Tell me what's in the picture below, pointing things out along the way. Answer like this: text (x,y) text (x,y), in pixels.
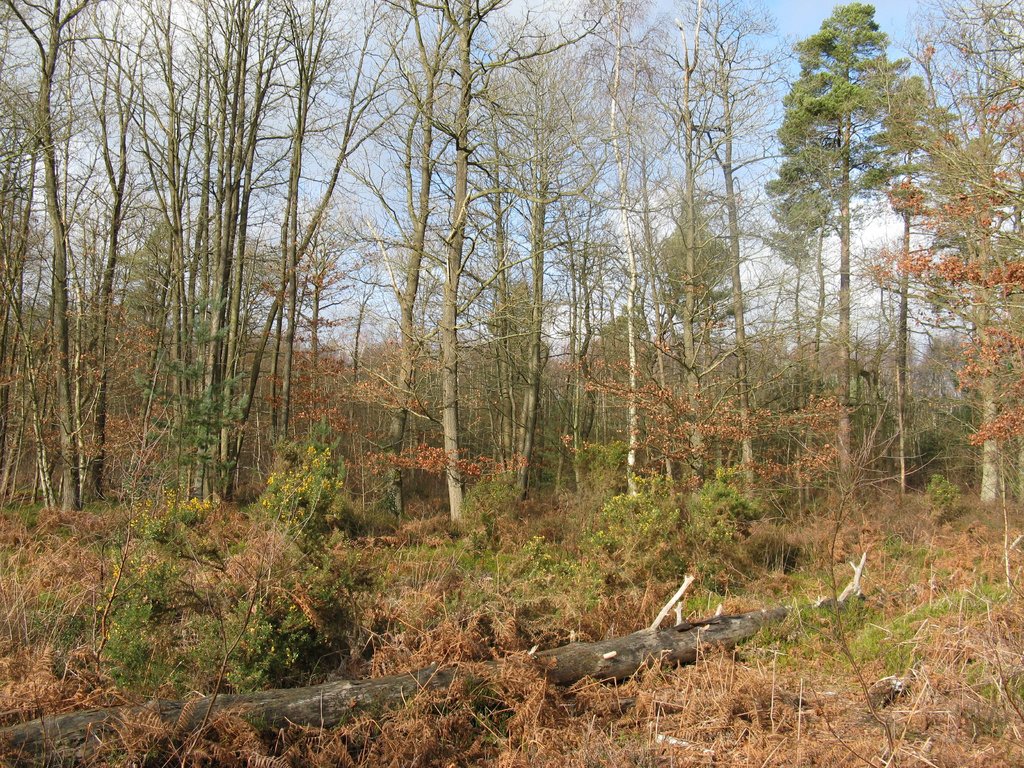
In the foreground of this image (781,691), there is grass (793,625) and plants (611,534) on the ground (575,738) and we can also see a wooden trunk (622,668) lying on the ground (922,579). In the background (736,336), there are trees (819,322), sky (785,30) and the cloud (879,235).
